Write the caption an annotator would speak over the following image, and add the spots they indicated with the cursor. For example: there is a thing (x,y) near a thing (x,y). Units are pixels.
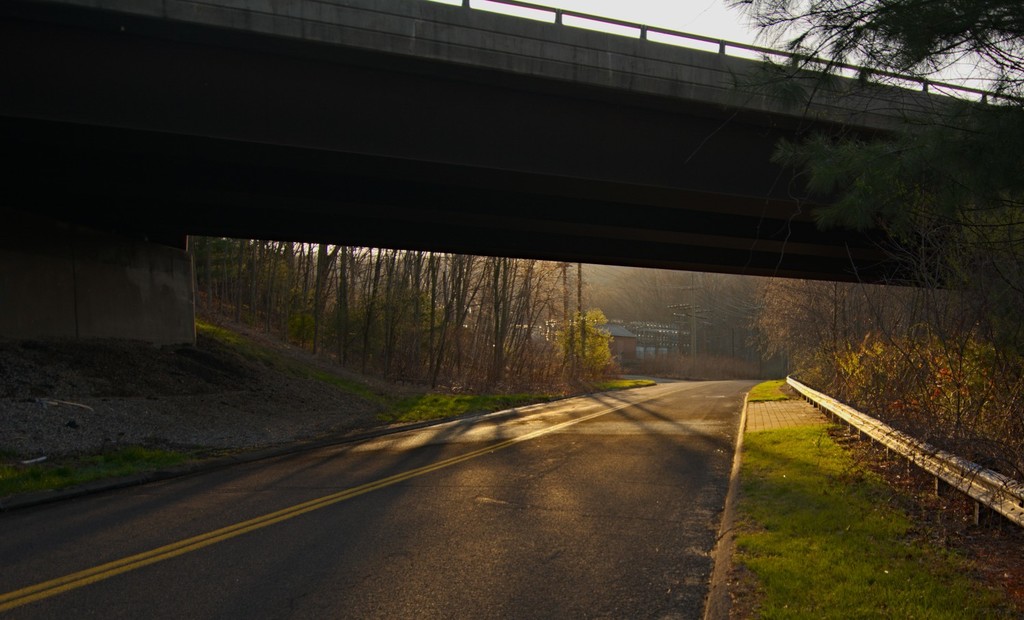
This is an outside view. At the bottom (519,539) there is a road (437,493). On both sides of the road (497,466), I can see the grass (788,508). In the background (614,332) there are many trees (501,337) and a building (624,357). On the right side (927,454) there is a railing (861,426). At the top of the image (449,189) there is a bridge (478,145) and also I can see the sky (687,15).
